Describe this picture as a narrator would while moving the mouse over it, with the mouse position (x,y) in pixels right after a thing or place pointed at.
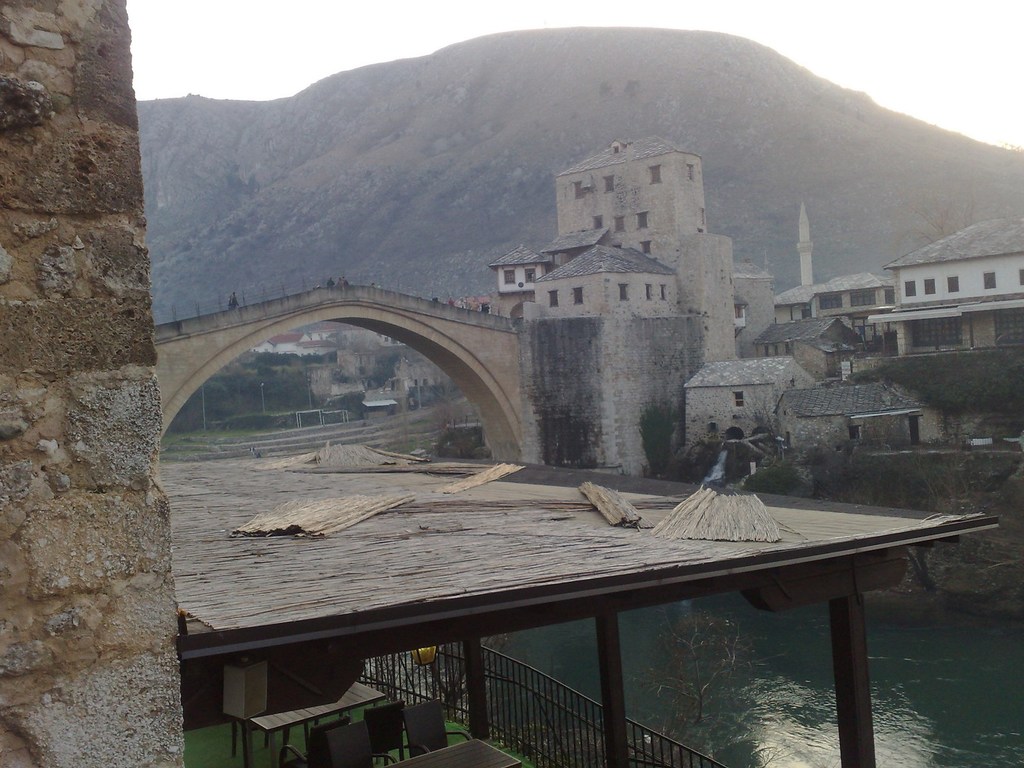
In this image I can see the roof (334,533), few chairs (364,766), few tables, the water (831,675), the railing (557,702), a bridge (395,322), few buildings (599,307) and few trees (197,409). In the background (504,169) I can see a mountain (522,117) and the sky (1004,24).
